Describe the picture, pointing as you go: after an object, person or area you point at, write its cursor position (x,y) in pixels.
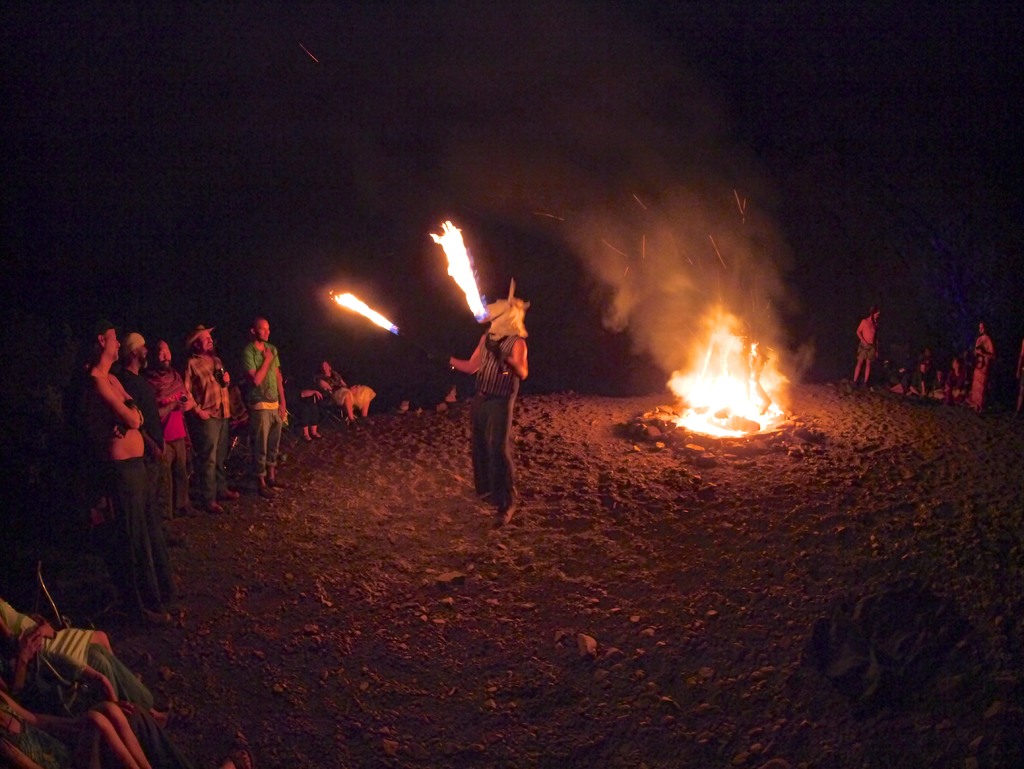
In this image there is a person (505,409) standing on the surface (461,497) of the sand (461,541) and he is holding an object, in which there is a fire (470,290), behind him there is a fire (703,408) on the surface (522,439), around the person (521,353) there are a few people (168,553) standing and looking at him. The background (193,173) is dark.
